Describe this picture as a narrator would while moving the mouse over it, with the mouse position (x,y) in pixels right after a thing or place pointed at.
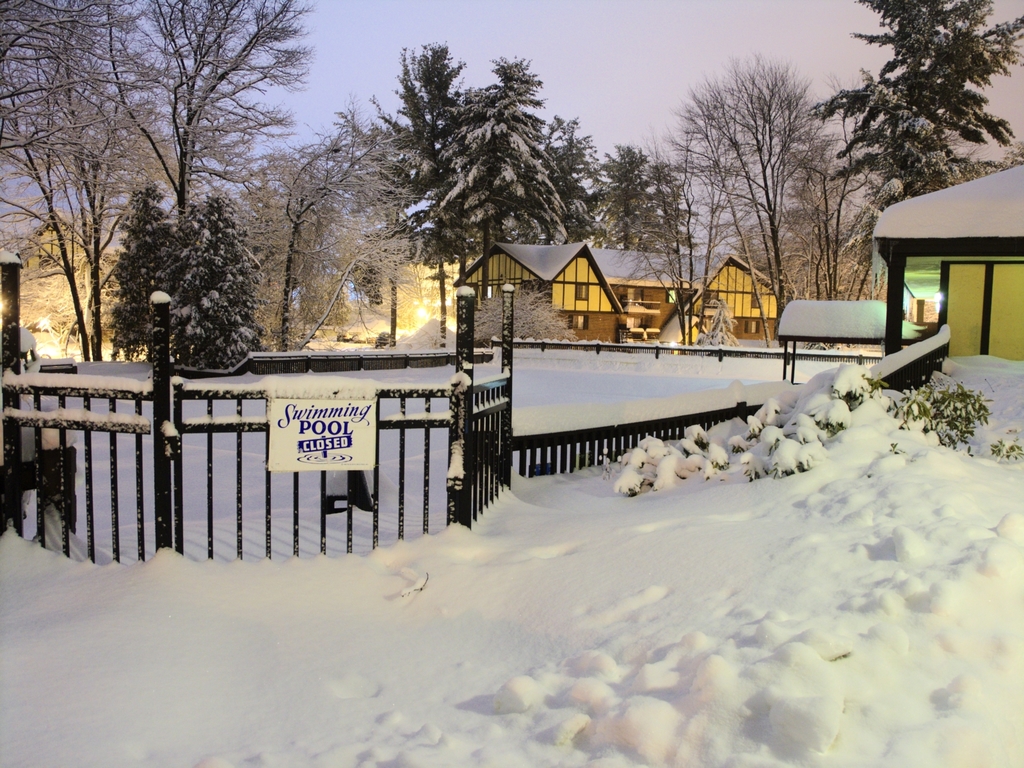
In this image I can see houses (1004,282) and in front of the houses (1017,282) I can see fence (510,481) and snow (654,419) and at the top (298,122) I can see the sky (750,153) and in the middle (671,288) I can see trees (904,175).
